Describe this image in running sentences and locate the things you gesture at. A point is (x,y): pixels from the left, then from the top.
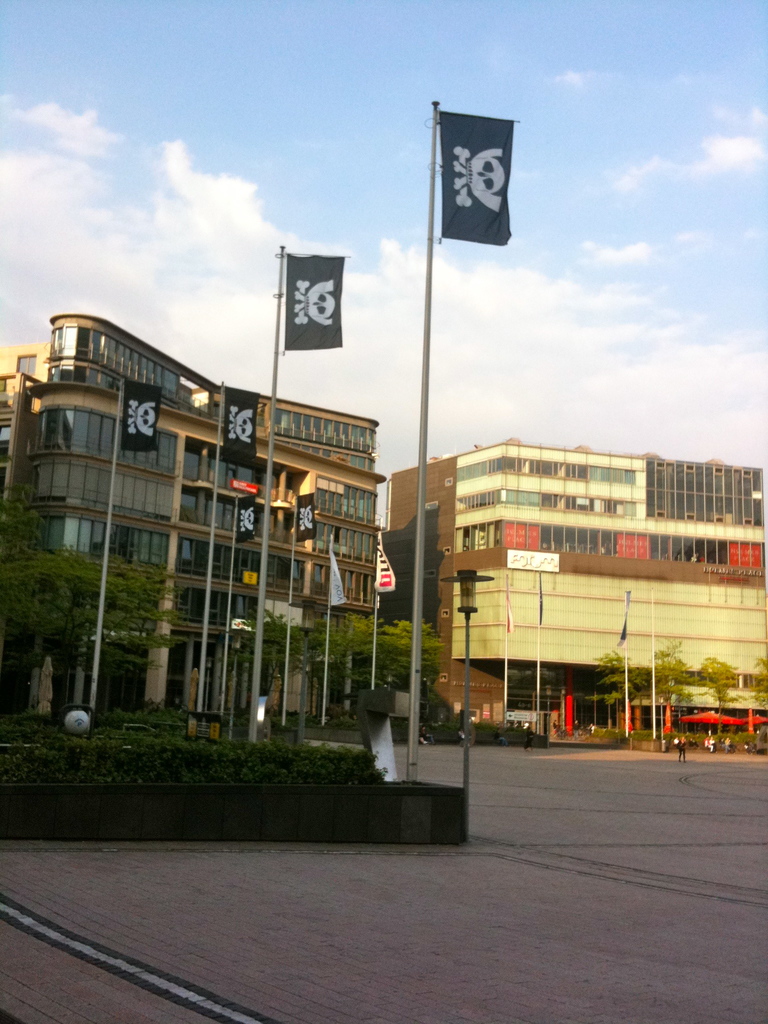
In this image we can see the road (594,855). And we can see the buildings (600,716). And we can see the flags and the people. And we can see the windows (340,489). And we can see the lights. And we can see the clouds (250,222) in the sky (368,152).
